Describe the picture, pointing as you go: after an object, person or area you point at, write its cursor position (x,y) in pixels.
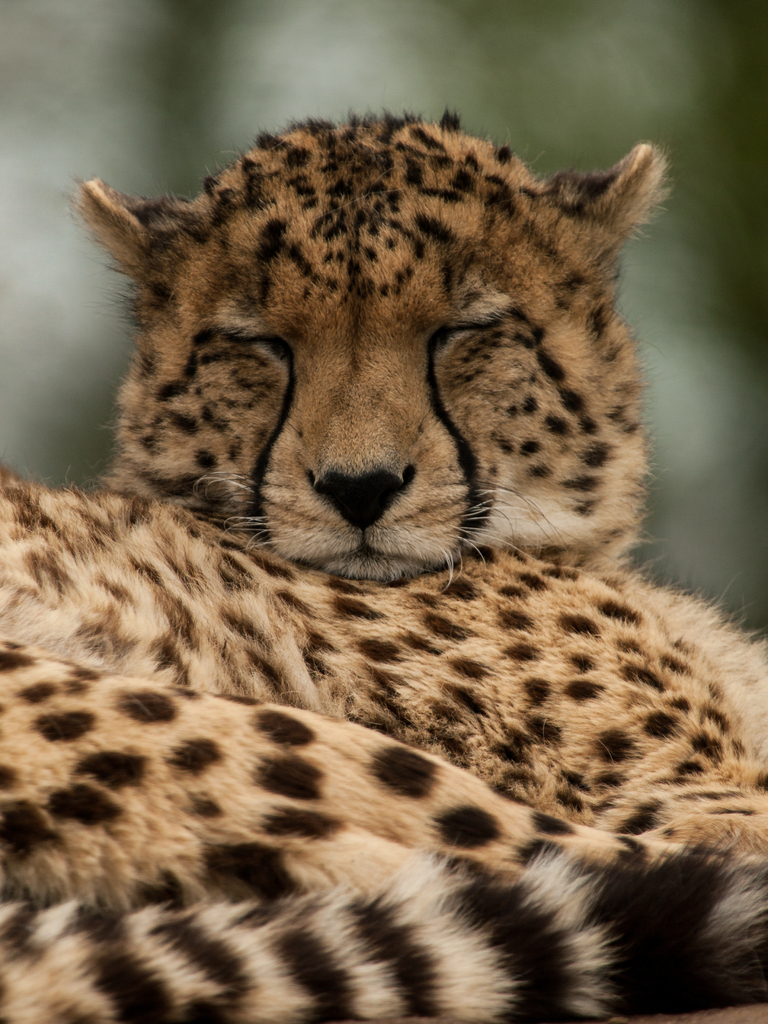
In this image in the foreground (554,492) there is a cheetah (425,264), background (643,99) is blurry.
